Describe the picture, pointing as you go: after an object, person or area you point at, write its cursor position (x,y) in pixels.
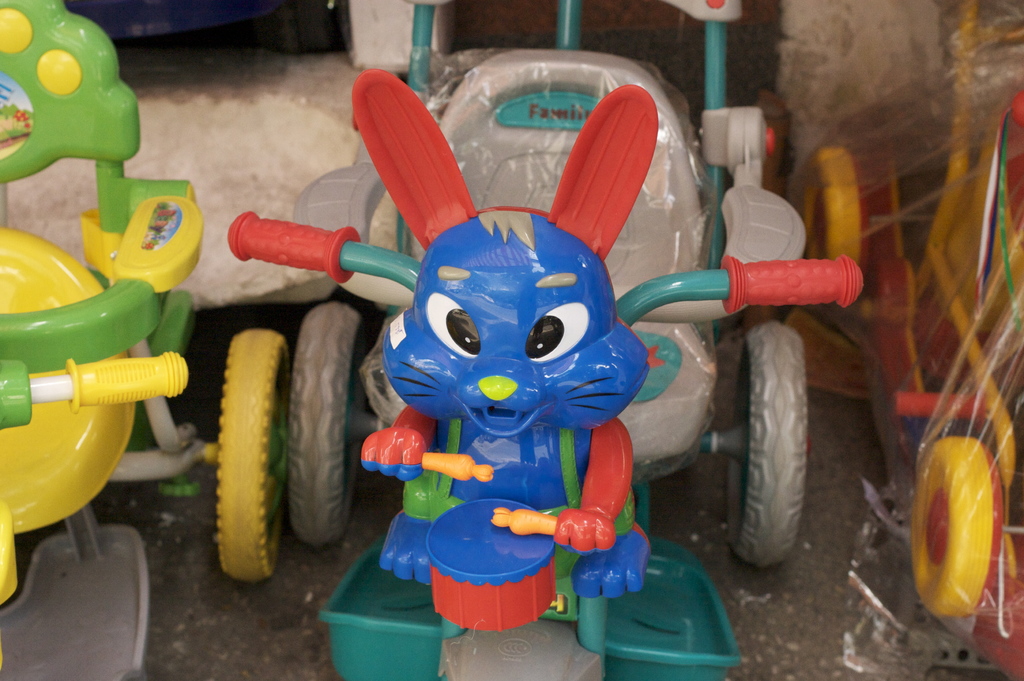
In this image I can see a toy bicycle (584,441) which is blue, grey, green and red in color on the ground (712,515) and I can see few other bicycles (247,390) beside it which are yellow, green and red in color.
